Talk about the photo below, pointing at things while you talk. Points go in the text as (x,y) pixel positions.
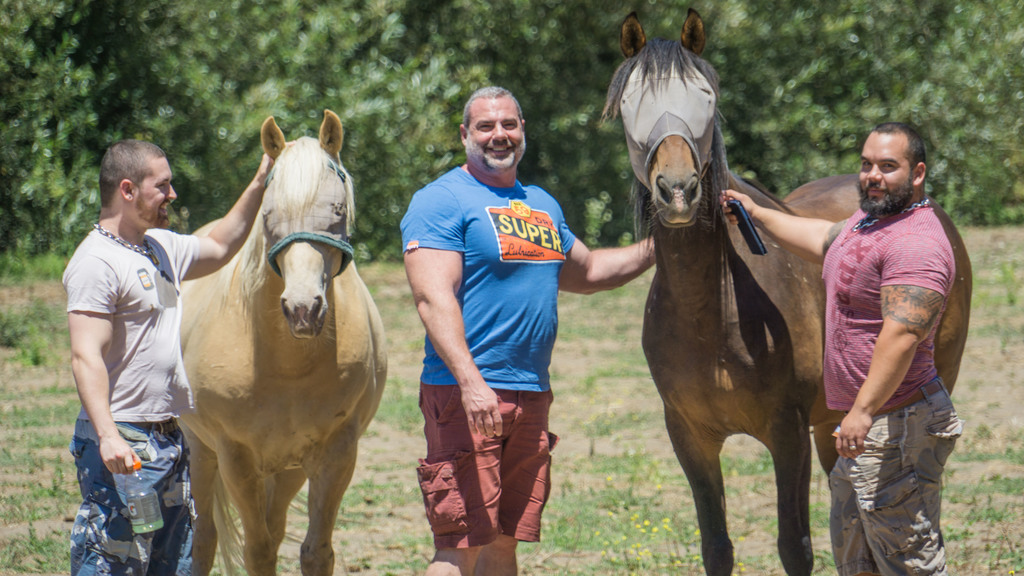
We can see a man (523,302) is standing in the middle (500,275) and to either side of him there are two horses (698,197) standing on the ground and on the left (103,256) and right a man (224,240) is holding a bottle (144,495) and another man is holding an object (748,228) in their hands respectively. In the background (439,152) we can see trees (390,90) and grass (34,330) on the ground (34,330).
